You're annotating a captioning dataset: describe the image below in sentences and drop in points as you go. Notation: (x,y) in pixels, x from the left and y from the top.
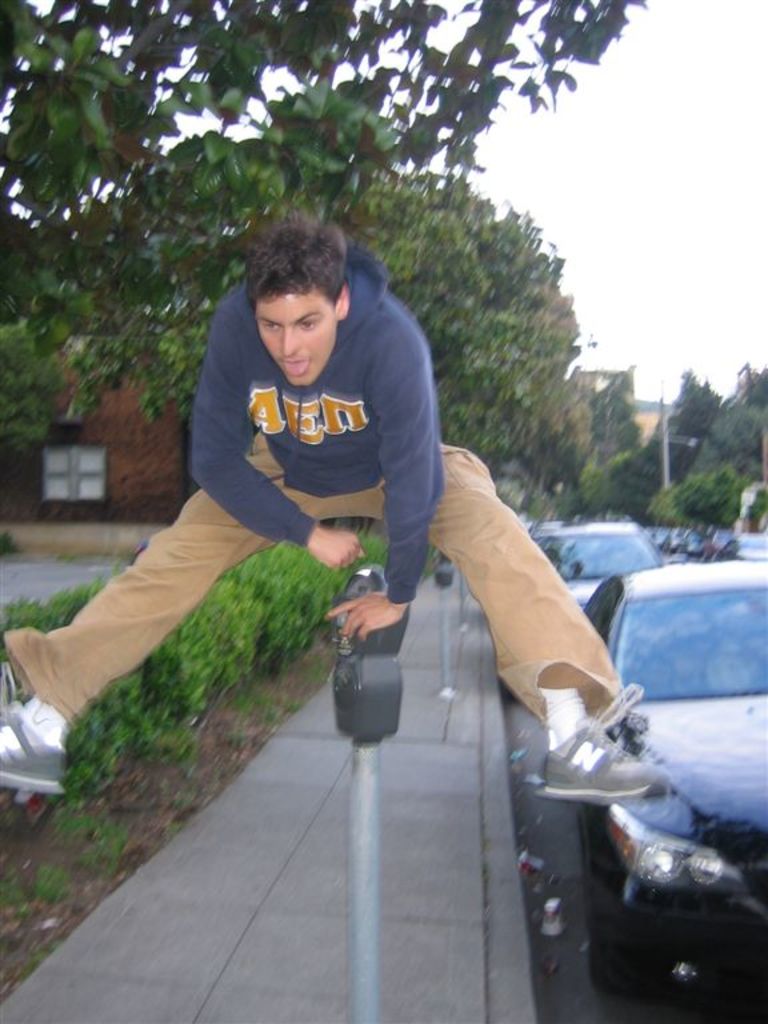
In this picture I can see there is a person (385,331) jumping and there are cars (730,733), trees (625,426) and buildings (101,407).
